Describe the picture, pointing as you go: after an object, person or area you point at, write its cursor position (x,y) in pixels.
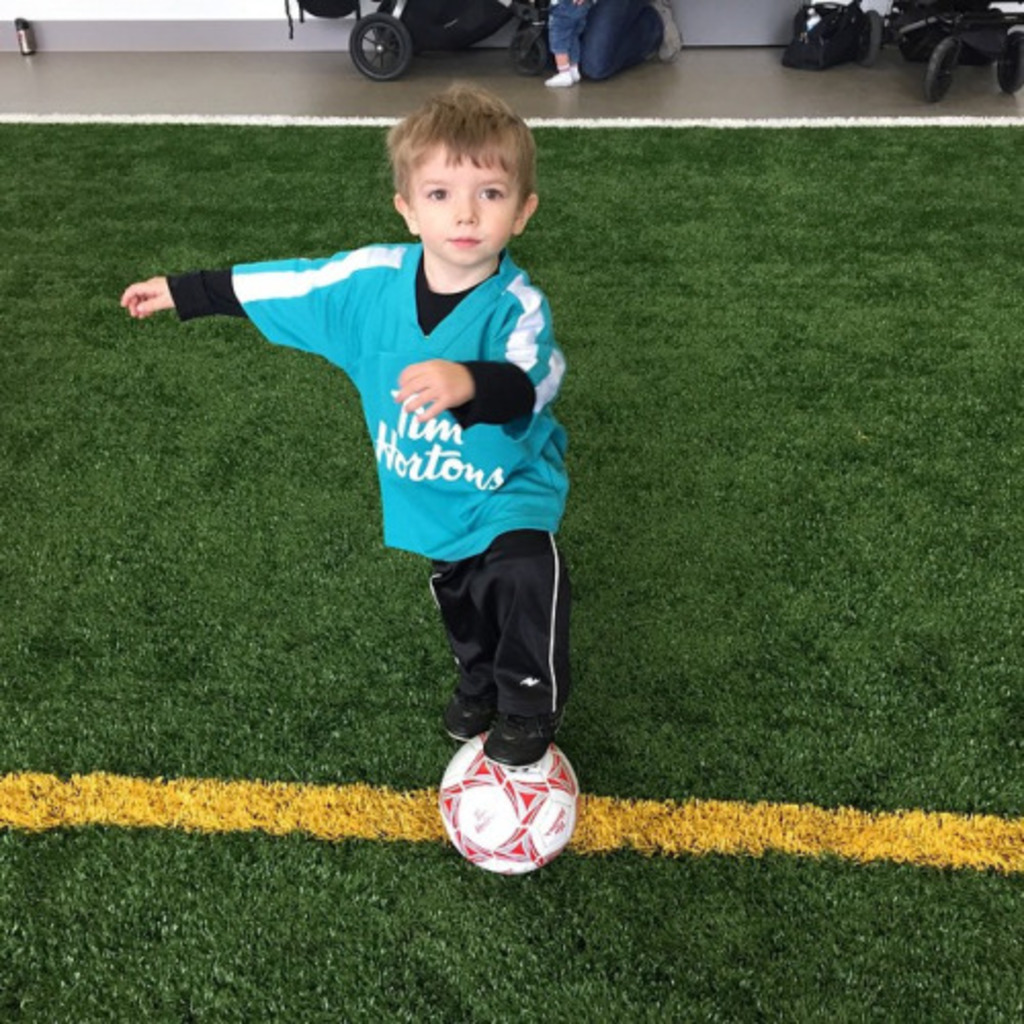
In this image in the center (458,495) there is a boy (454,457) standing and there is a ball (466,819) and on the ball (497,819) there is a leg (505,631) of the boy (508,669). In the background (485,26) there are objects (402,27) which are black in colour and there is a person (577,42) standing and there is a bottle (24,49) on the floor (11,91) and there is grass (173,262) on the ground (728,245) which is in the center (345,611).
